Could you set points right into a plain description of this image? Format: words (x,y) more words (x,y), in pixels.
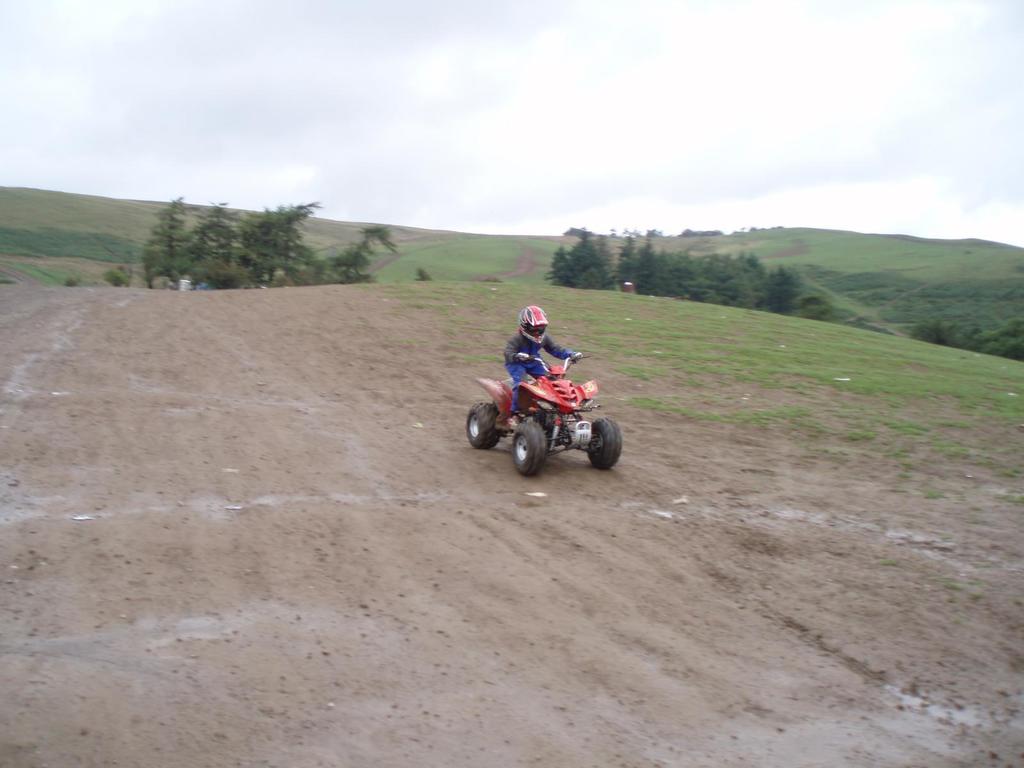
In this image we can see a person (566,353) wearing helmet (533,326) is moving on the all terrain vehicle (534,422) on the ground (687,479). In the background (817,249), we can see trees (771,273), hills (514,243) and the sky (390,171) with clouds (459,66).
